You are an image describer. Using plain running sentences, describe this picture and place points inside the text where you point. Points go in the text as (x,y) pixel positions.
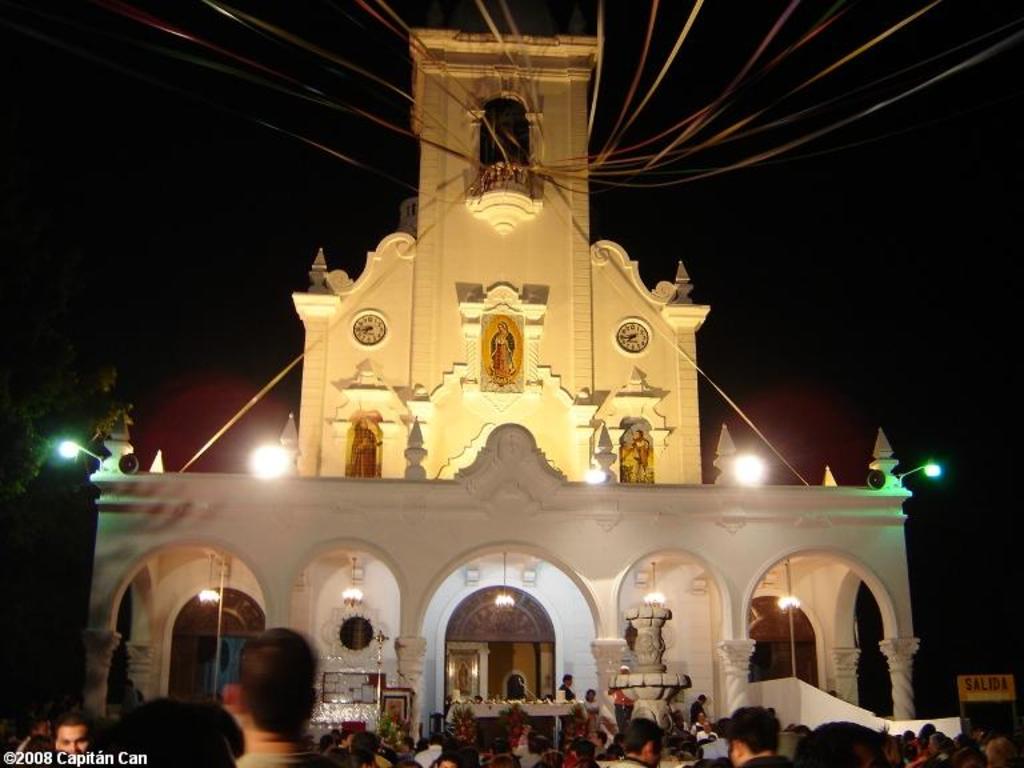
In this picture, we can see a group of people (281,749) on the path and in front of the people (292,709) there is a church (516,441) and on the church (555,478) there are lights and some decorative items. On the left side of the church (109,590) there is a tree (37,450) and there is a dark background (174,196). On the image there is a watermark (103,756).
